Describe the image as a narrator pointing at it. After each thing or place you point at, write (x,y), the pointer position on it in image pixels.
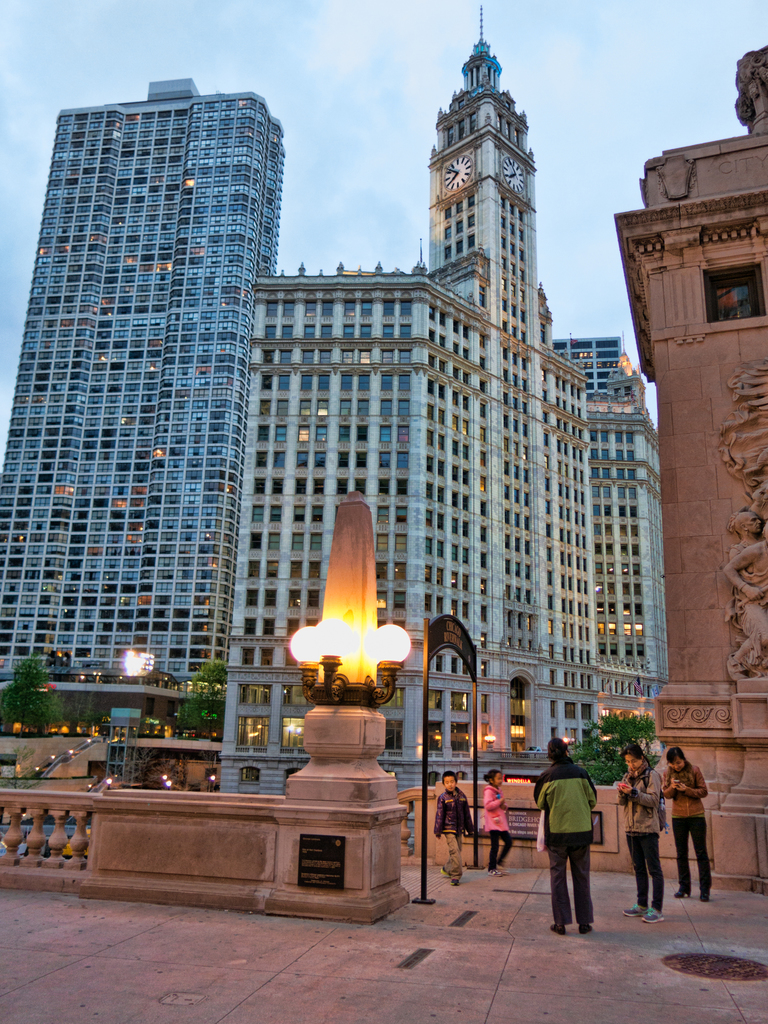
In this picture I can see the path (230,1015) in front (514,924), on which I can see few people (585,795) who are standing and I can see the lights (380,657). In the background (275,671) I can see the buildings (633,522), few trees (10,701) and the sky (266,56). In the middle of this picture (354,457) I can see 2 clocks (464,181) on a building (460,276).
